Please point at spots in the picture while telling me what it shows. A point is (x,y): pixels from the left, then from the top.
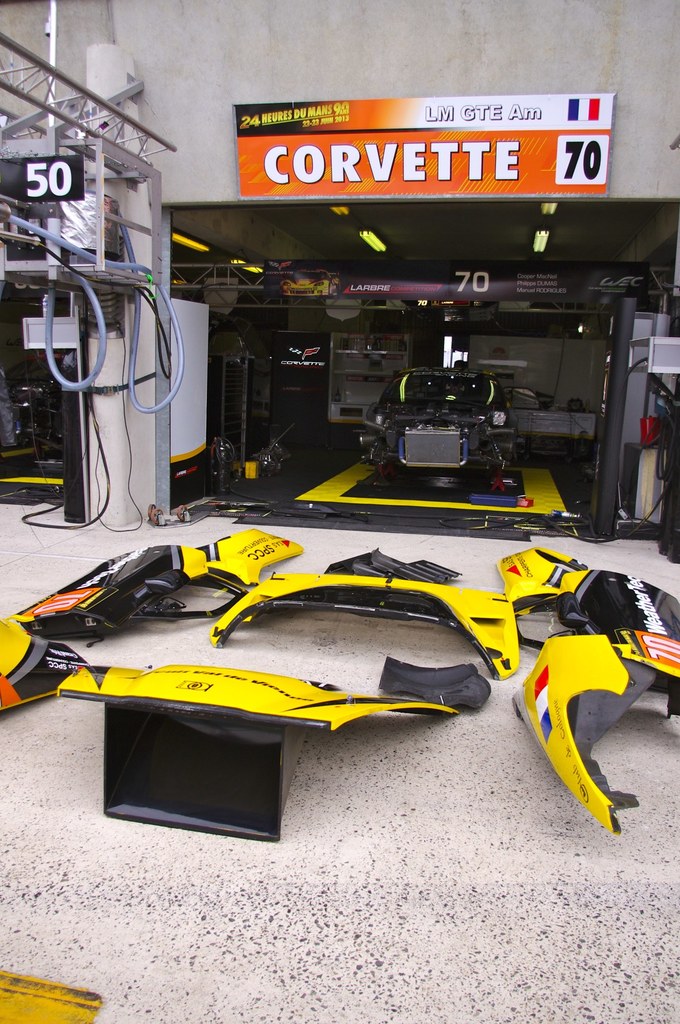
In this picture we can see parts of vehicle (672,681) on the surface (242,877), pipe (161,403), cables (49,254), boards (408,114) and wall (153,76). In the background of the image (323,376) we can see machine (437,458) on the platform (424,489), board (316,399) and few objects (644,509).
